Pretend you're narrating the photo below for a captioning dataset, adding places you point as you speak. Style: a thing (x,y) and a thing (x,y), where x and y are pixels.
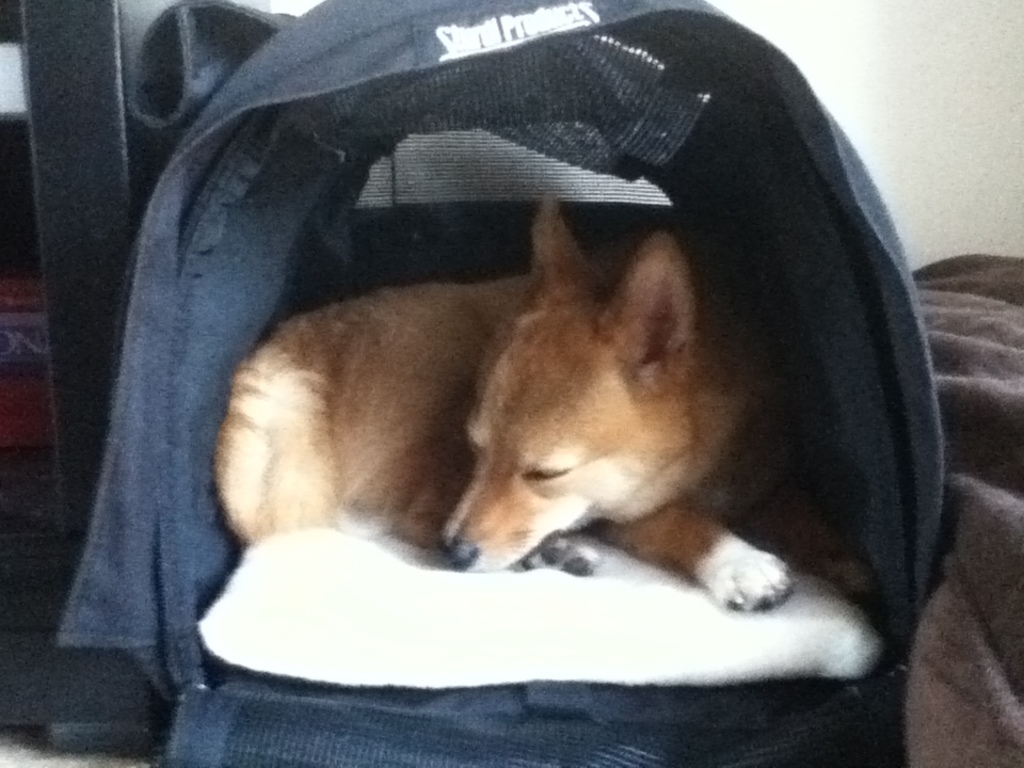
In this image we can see a dog (367,365) in the pet bed (359,293), on the right side of the image (1000,415) it looks like a bed sheet (982,455) and in the background (957,239) we can see the wall (869,87).
